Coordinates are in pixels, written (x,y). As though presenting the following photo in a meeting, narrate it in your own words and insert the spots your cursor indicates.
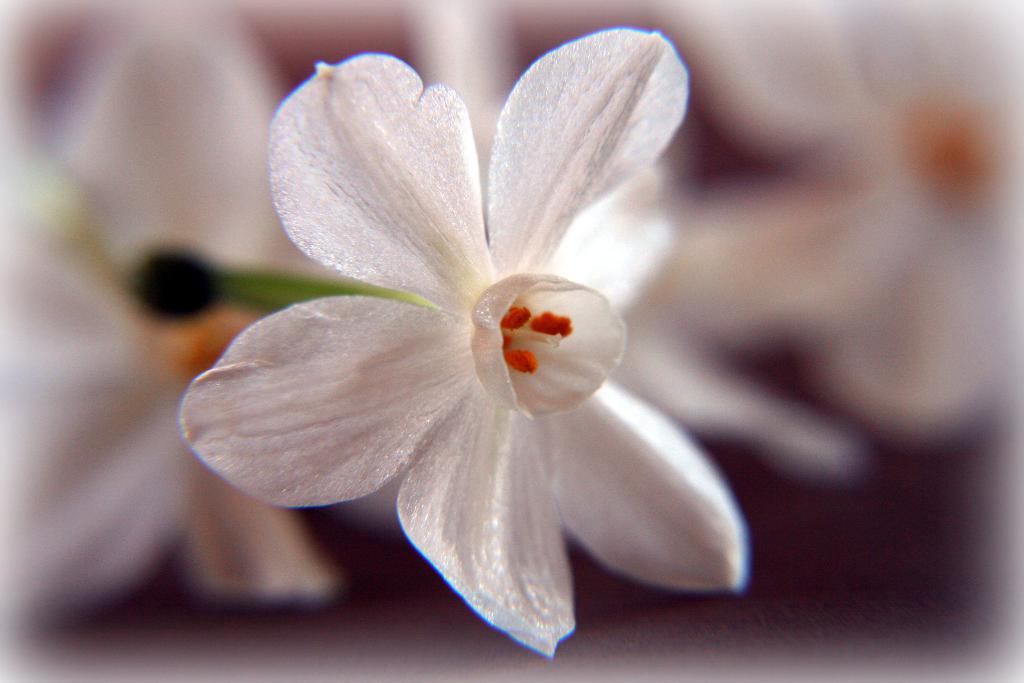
Here in this picture in the front (443,283) we can see a white colored flower (312,390) present and we can also see its pollen grains (564,331) present in the middle of it over there.
